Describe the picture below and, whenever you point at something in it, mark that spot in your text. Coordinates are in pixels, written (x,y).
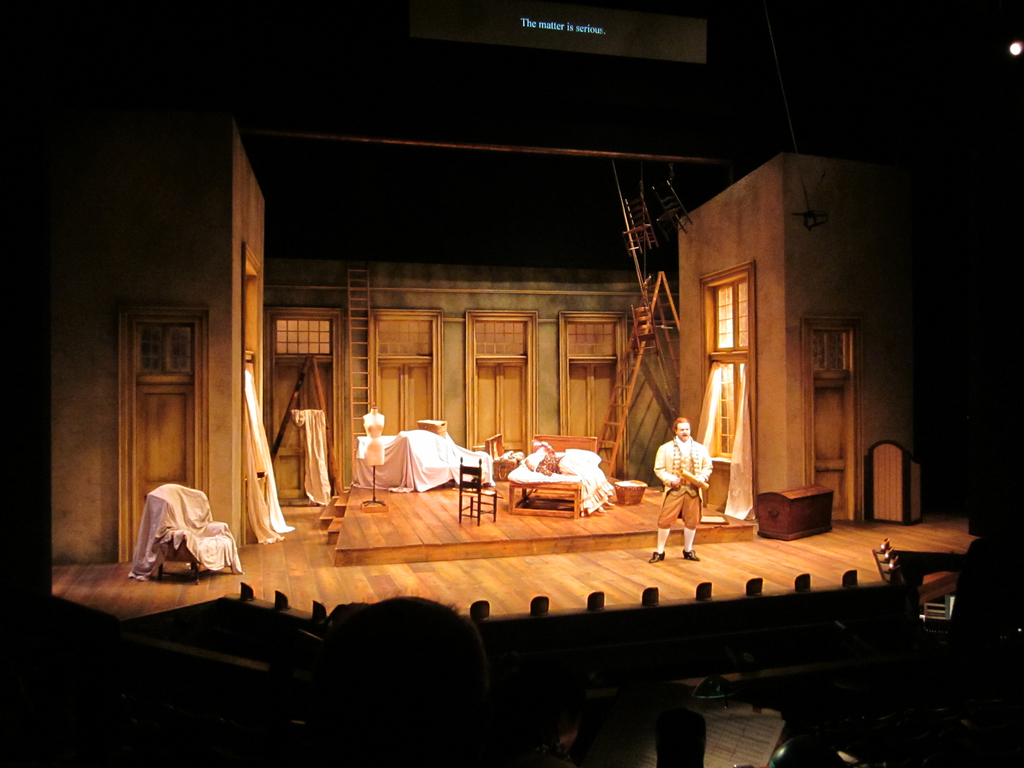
There is a person (689,486) standing on a stage (643,516). On the stage (468,507) there is a chair (461,485). And many other items (317,481) covered with white clothes (446,456). Also there is a ladder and two chairs (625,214) are hanged on the top (641,218). And there is a room (737,354) with windows (748,383) and door (843,447). In the back (368,369) there is another ladder (313,400). There are doors (401,394). At the top (595,26) something is written.
